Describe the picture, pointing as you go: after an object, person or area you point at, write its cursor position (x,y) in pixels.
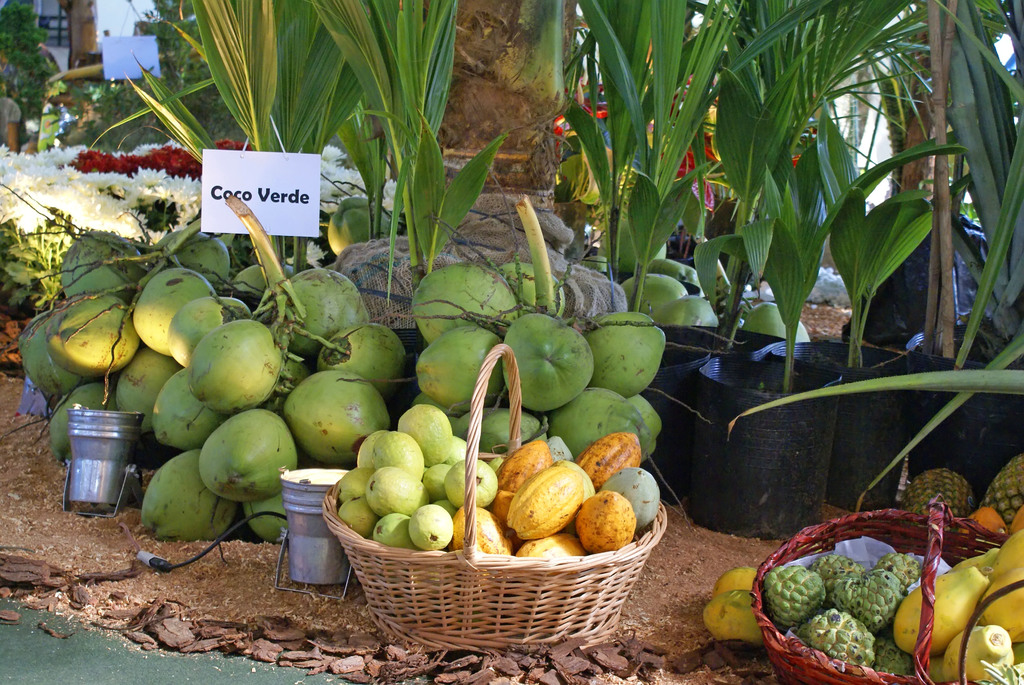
In this image we can see baskets (614,599) with cocoa (532,526), custard apples (795,592) and few other fruits (354,522). Also there are coconuts (277,364), flowers (92,185) and pineapples (1018,481). And there are coconut plants (781,248) in the covers (801,412). Also there are lights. In the background (90,74) there are few other things (75,85). And there is a name board (265,190).
